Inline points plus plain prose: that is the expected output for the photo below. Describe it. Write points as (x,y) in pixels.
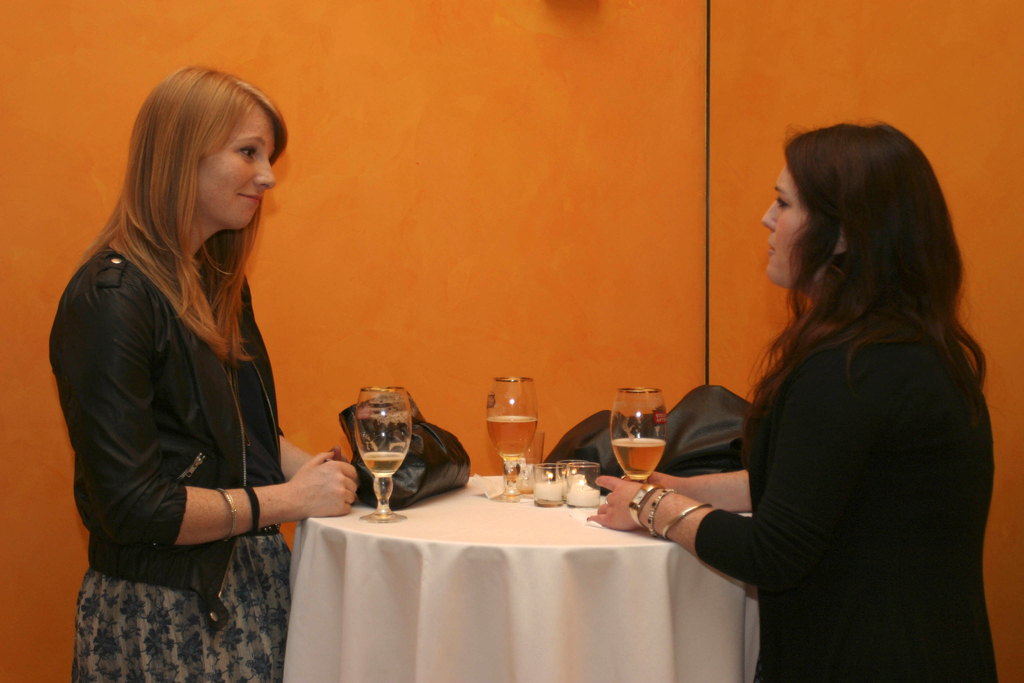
2 people (876,391) are standing in front of a table (552,547). on the table (562,517) there are bags (440,441), glass (513,470) and candles (573,476).
